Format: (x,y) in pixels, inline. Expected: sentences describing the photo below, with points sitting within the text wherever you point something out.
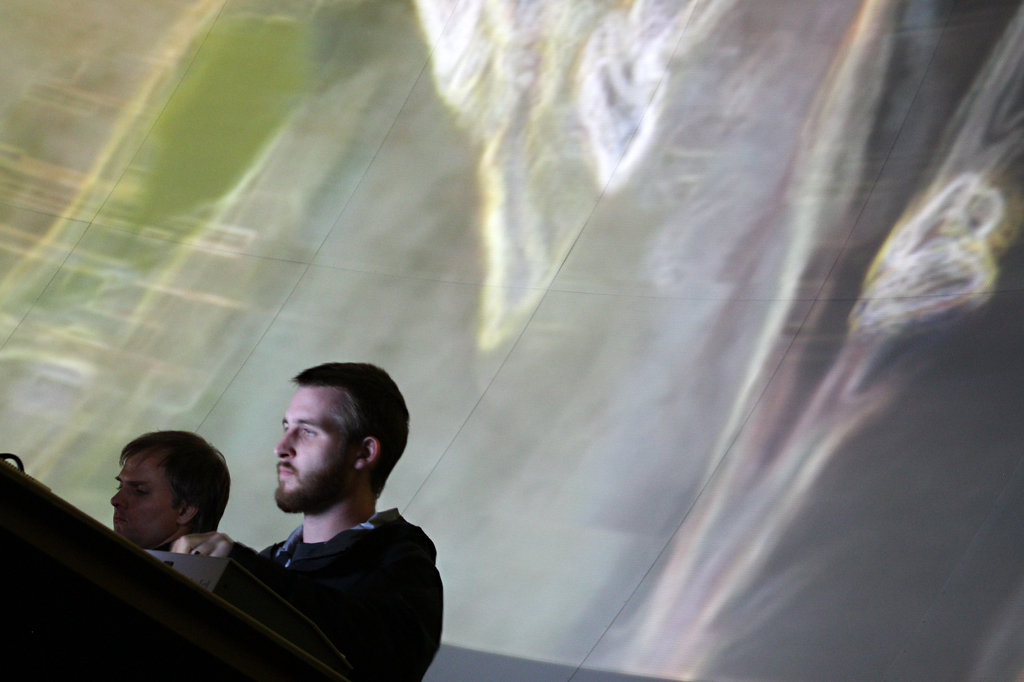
In the image I can see two people (229,488) and some other objects (187,560). In the background (592,320) I can see a wall (586,318).
